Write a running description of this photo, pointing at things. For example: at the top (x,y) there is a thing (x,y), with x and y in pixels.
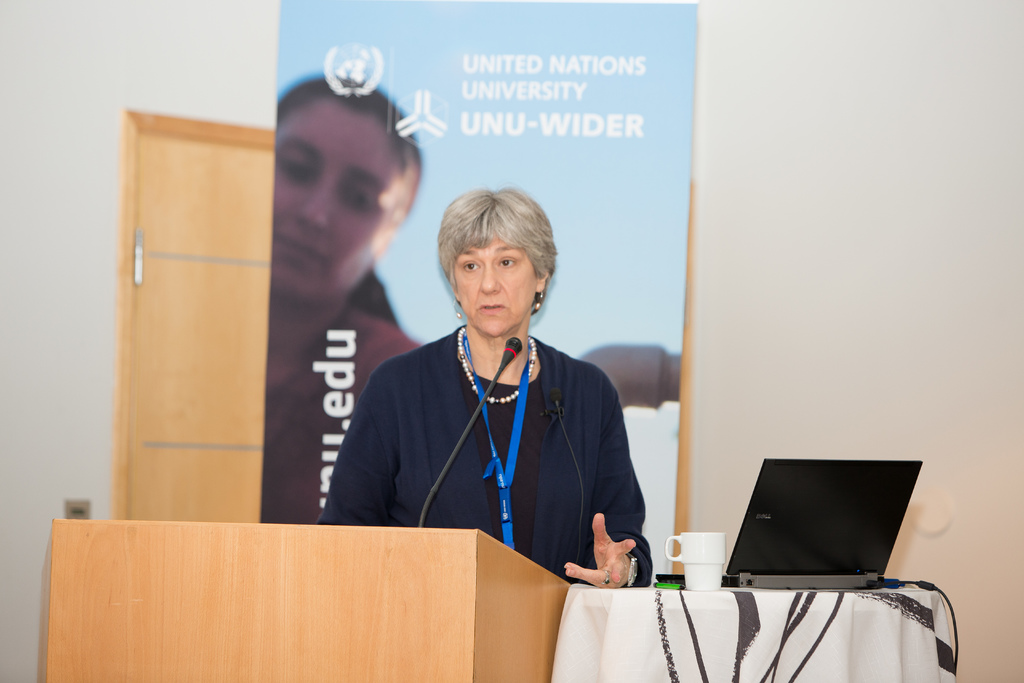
In this image I can see a woman (417,378), a podium (393,548), a mug (718,540), a laptop (748,575), a banner (306,76) in background (323,381), a mic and on this banner (368,167) I can see something is written. I can also see white colour table cloth (737,653) over here.
